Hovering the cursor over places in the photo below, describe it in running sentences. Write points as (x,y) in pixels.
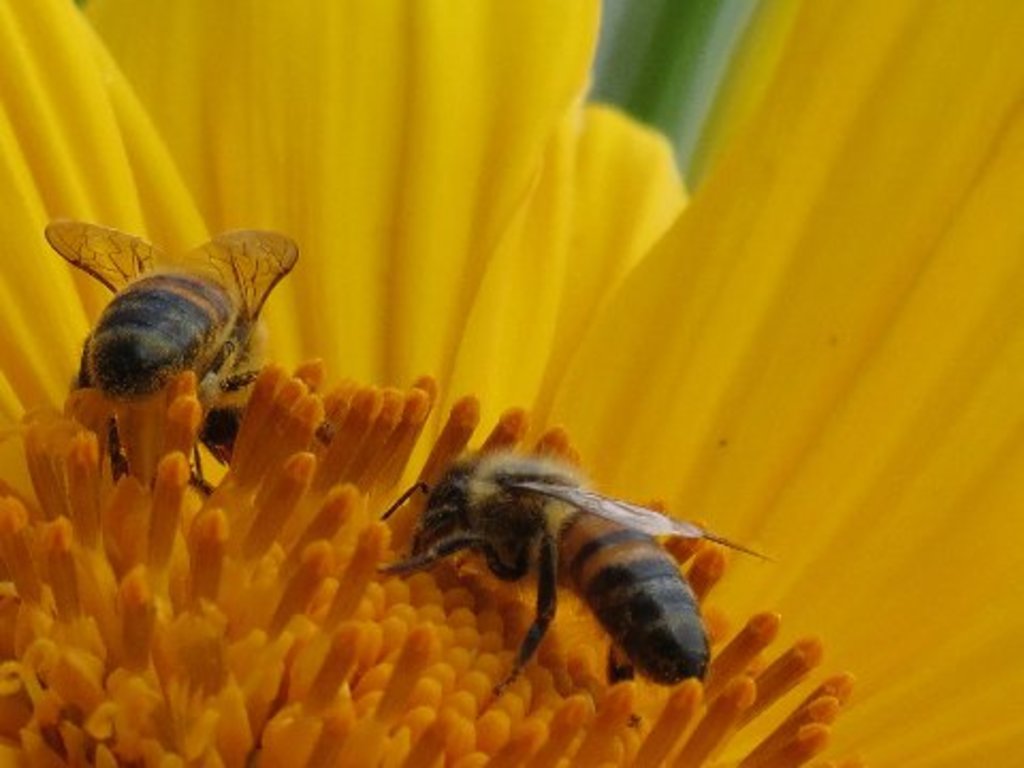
Here we can see bees (546,586) on yellow flower (387,372).
